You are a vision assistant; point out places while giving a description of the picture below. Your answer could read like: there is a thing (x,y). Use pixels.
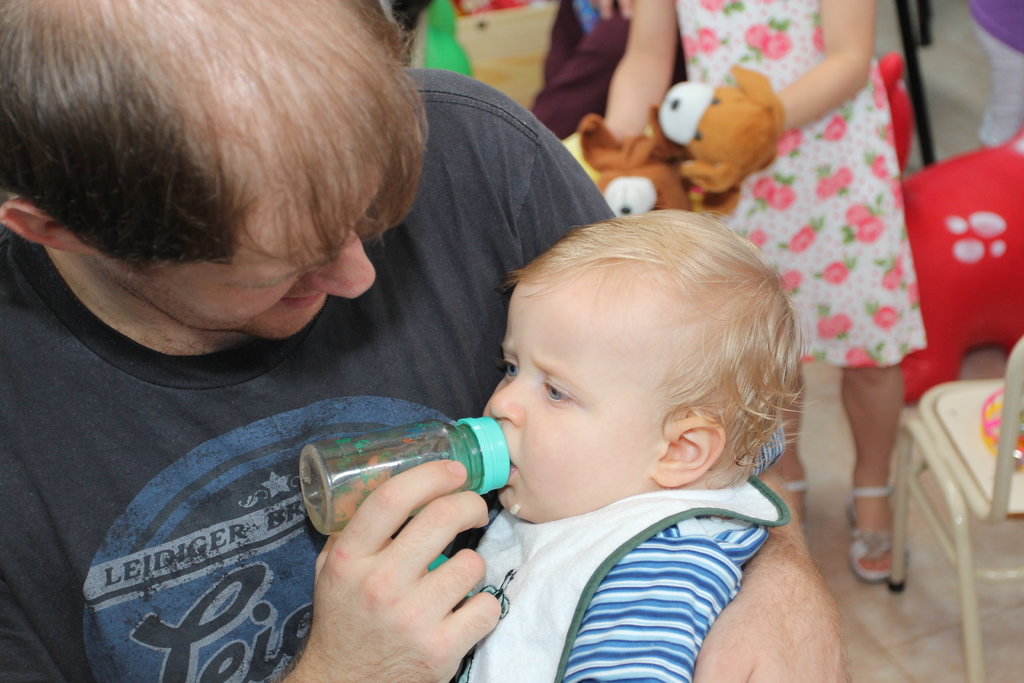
a person (282,522) is carrying a baby (602,547). behind him there is a girl (844,273) standing who is holding soft toys (674,182). right to her there is a chair (977,467). the baby (510,377) is drinking through bottle (502,458).
